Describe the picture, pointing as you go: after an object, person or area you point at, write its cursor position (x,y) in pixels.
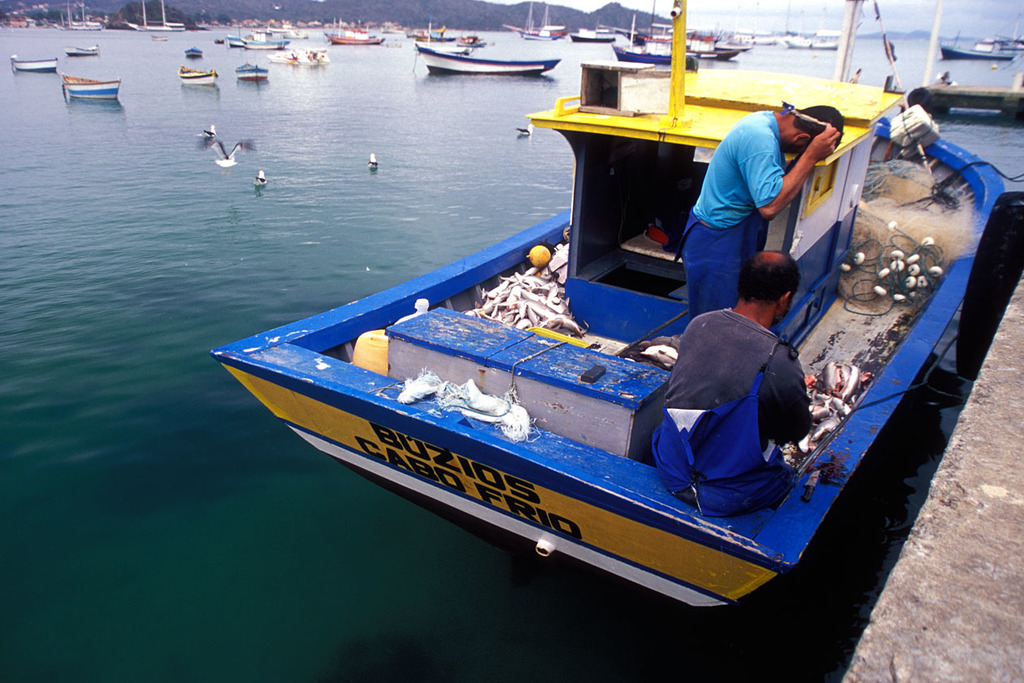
In this image I can see the water (189,545) and a boat (502,501) which is blue, yellow and white in color on the surface of the water (214,536). In the boat (638,515) I can see few persons (729,318), few fish (491,290) and few other objects (865,265). In the background (699,35) I can see few birds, few boats (419,48), few trees (418,9), few mountains (480,10) and the sky (913,17).
